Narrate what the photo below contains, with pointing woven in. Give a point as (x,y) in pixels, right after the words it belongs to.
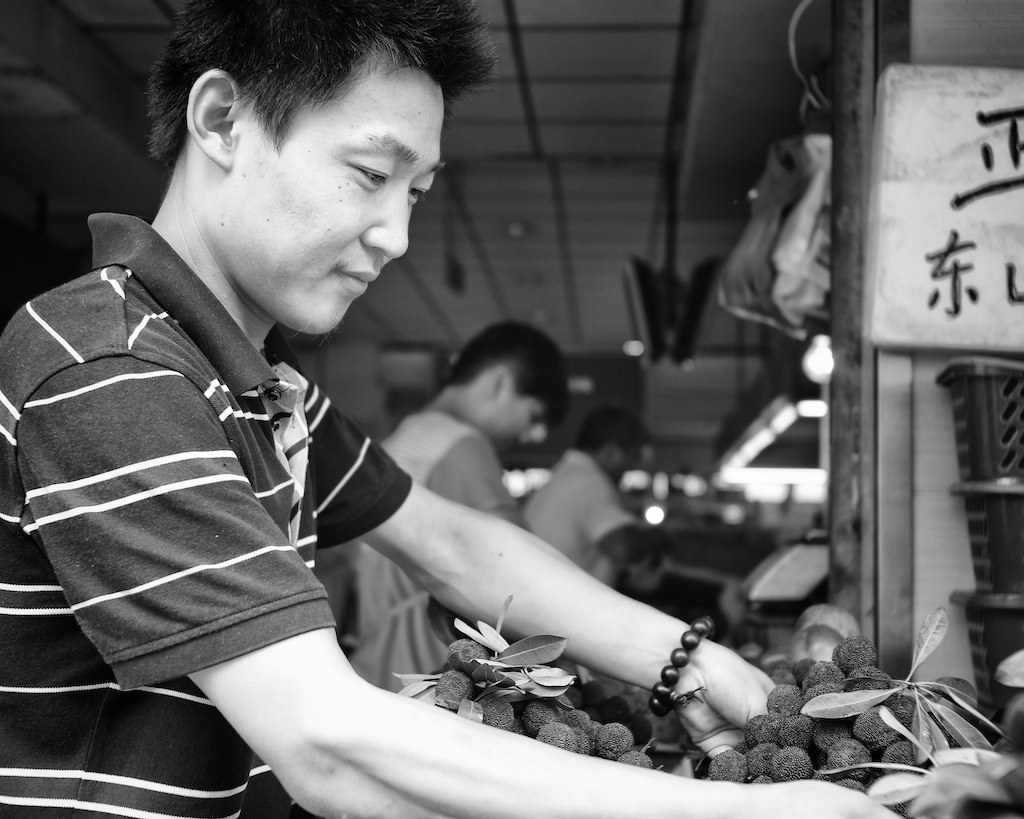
In this picture there is a person (155,428) standing in the left corner (195,446) and there are few objects (582,711) in front of him and there are two other persons (583,431) in the background (611,413).
